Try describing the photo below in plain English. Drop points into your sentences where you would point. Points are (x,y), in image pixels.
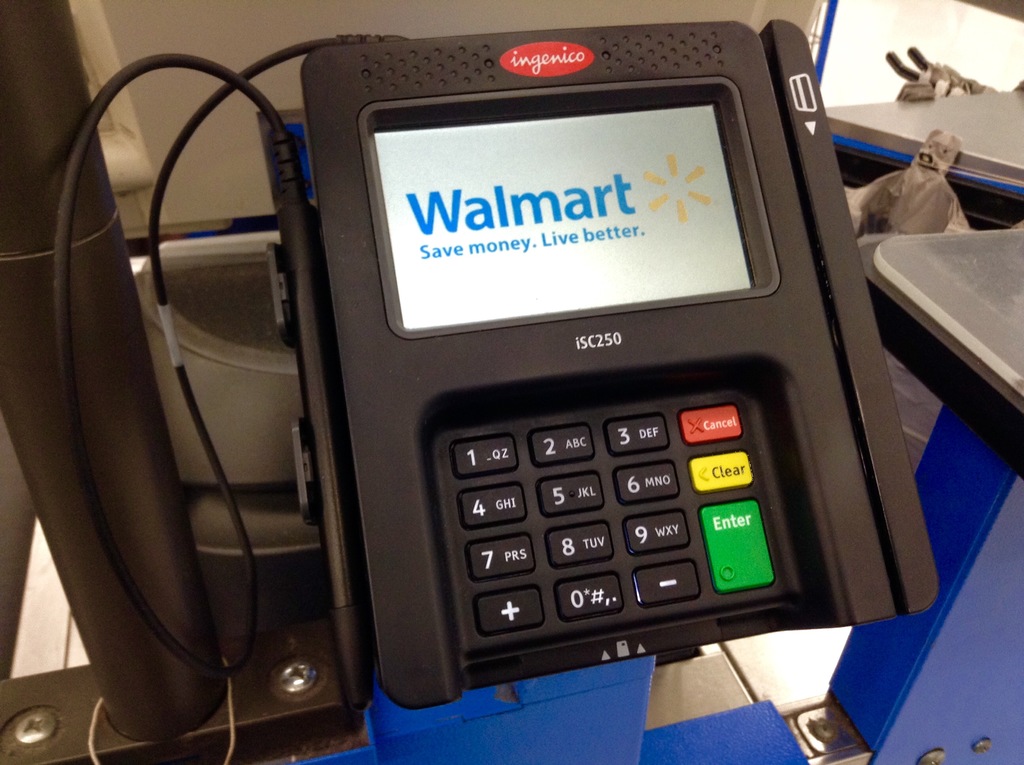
In this image, we can see an electronic device (511,557). We can see some blue colored object (536,720) at the bottom (544,731). We can also see a table (997,187) on the right (934,703). We can see a pole (6,8) and some metal objects (268,742).
